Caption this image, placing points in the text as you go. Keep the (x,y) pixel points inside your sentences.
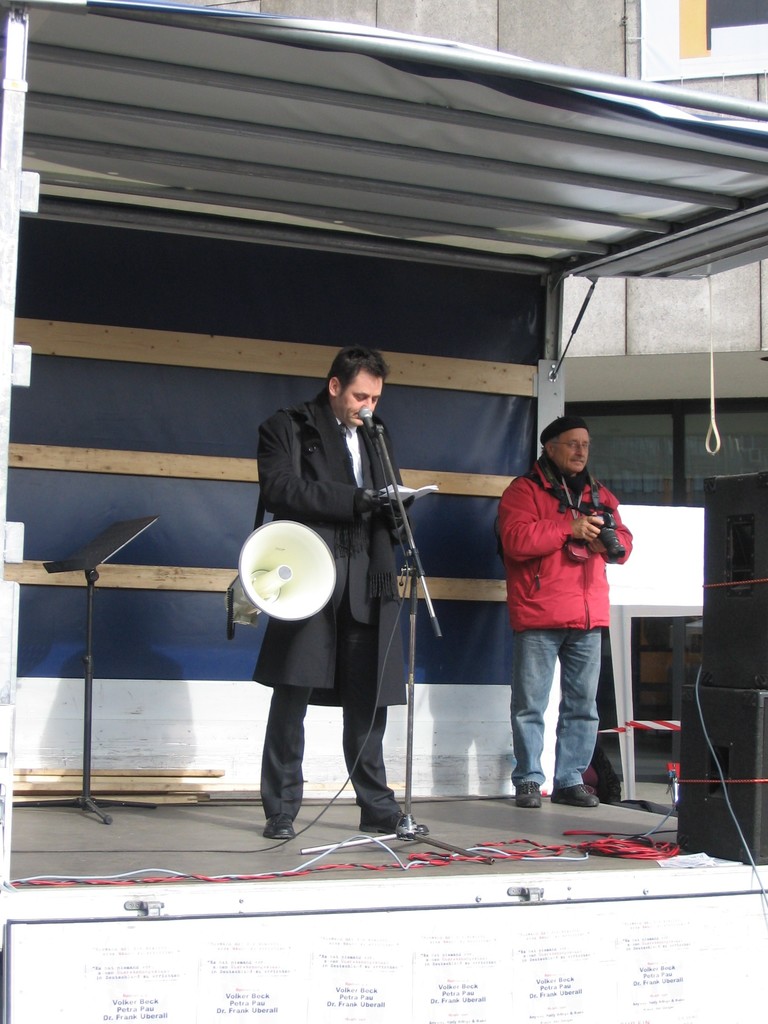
In the image two persons (353,390) are standing and holding a book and a camera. At the bottom of the image (318,934) there is a vehicle (83,912), on the vehicle (72,912) there are some speakers (728,837). Behind the vehicle (142,331) there is a building (644,447).
